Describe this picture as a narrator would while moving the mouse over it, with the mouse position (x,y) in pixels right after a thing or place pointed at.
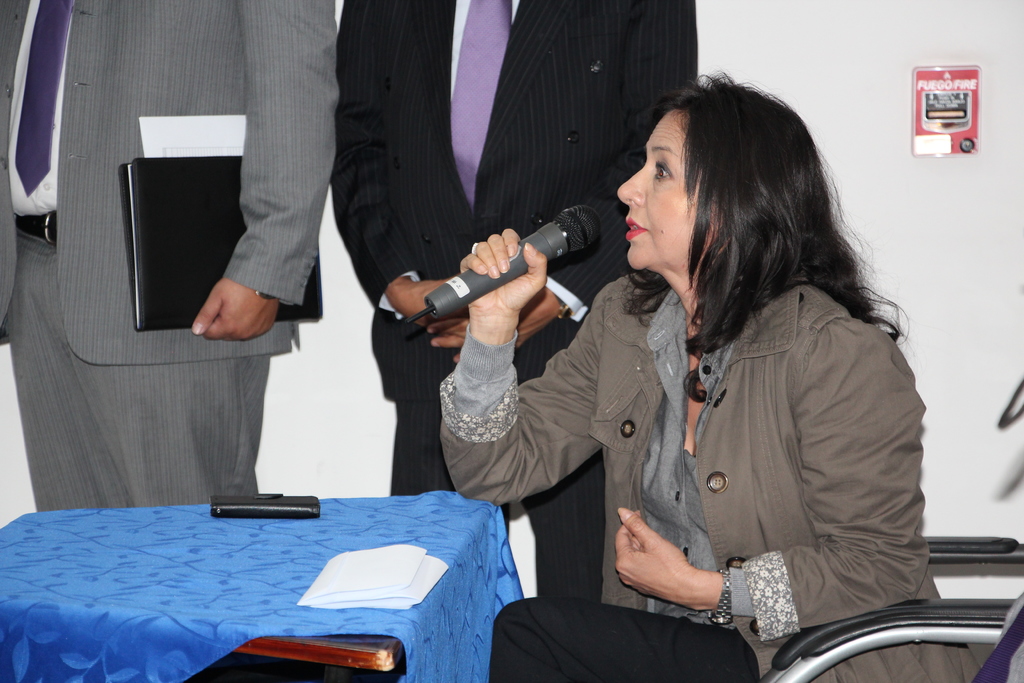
In this image I can see there are group of people (269,347) among them a woman (721,547) is sitting on a chair (862,625) and holding a microphone (546,250). I can also see there is a table (229,594) with blue color cloth (217,597) on it.
